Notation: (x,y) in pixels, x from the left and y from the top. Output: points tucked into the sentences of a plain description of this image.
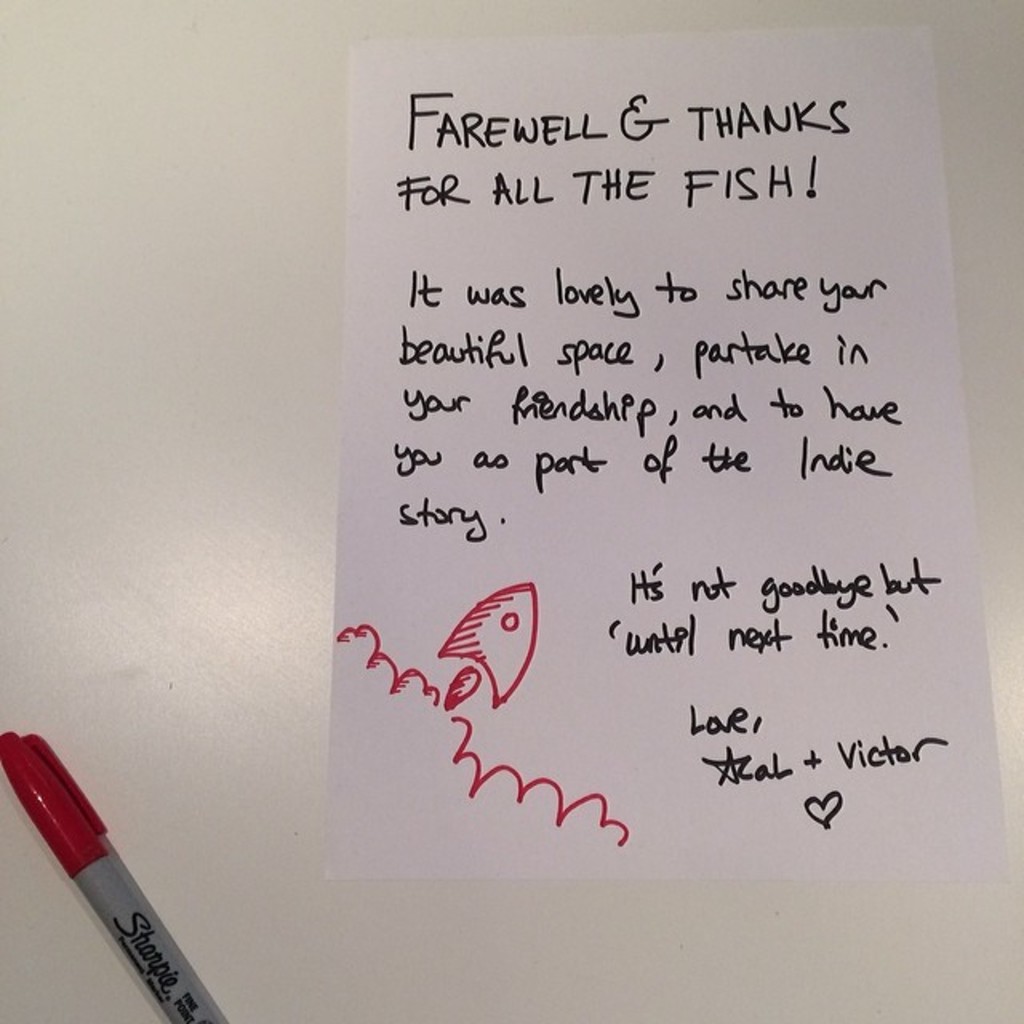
In this image there is a paper (596,438) with some text (621,623) on it, beside the paper (602,630) there is a pen (180,975) on the white color surface (96,624).
